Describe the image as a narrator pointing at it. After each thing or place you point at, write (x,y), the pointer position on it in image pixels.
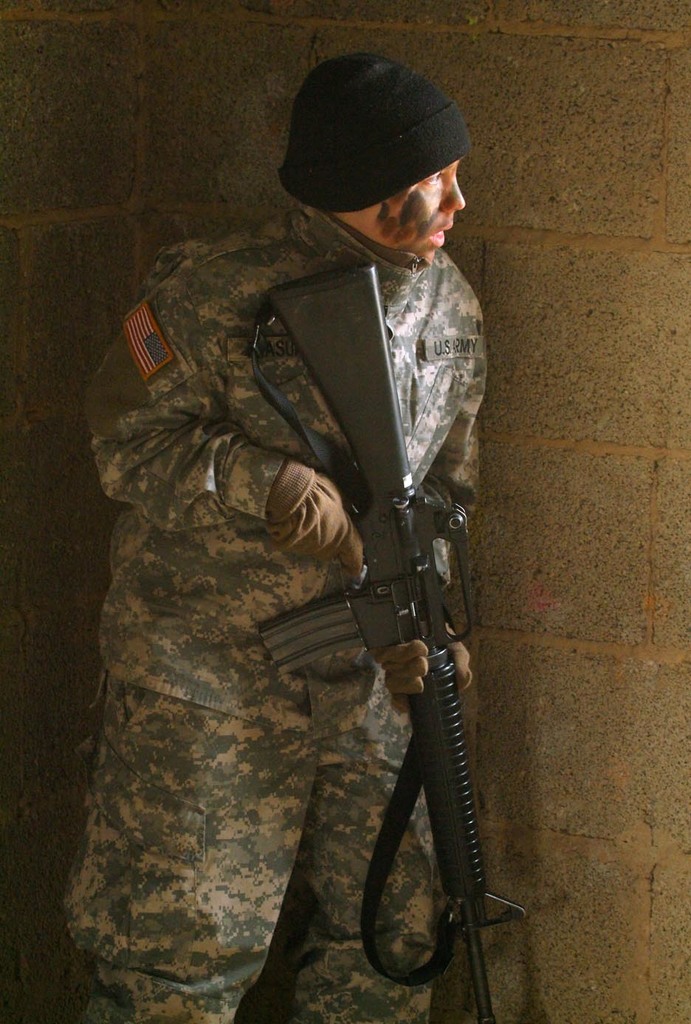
In this picture I can see a man (125,341) standing and holding a gun (382,626) and I can see wall (492,306) in the back (250,19) and man (370,195) is wearing a cap (413,121) on his head (413,121).
